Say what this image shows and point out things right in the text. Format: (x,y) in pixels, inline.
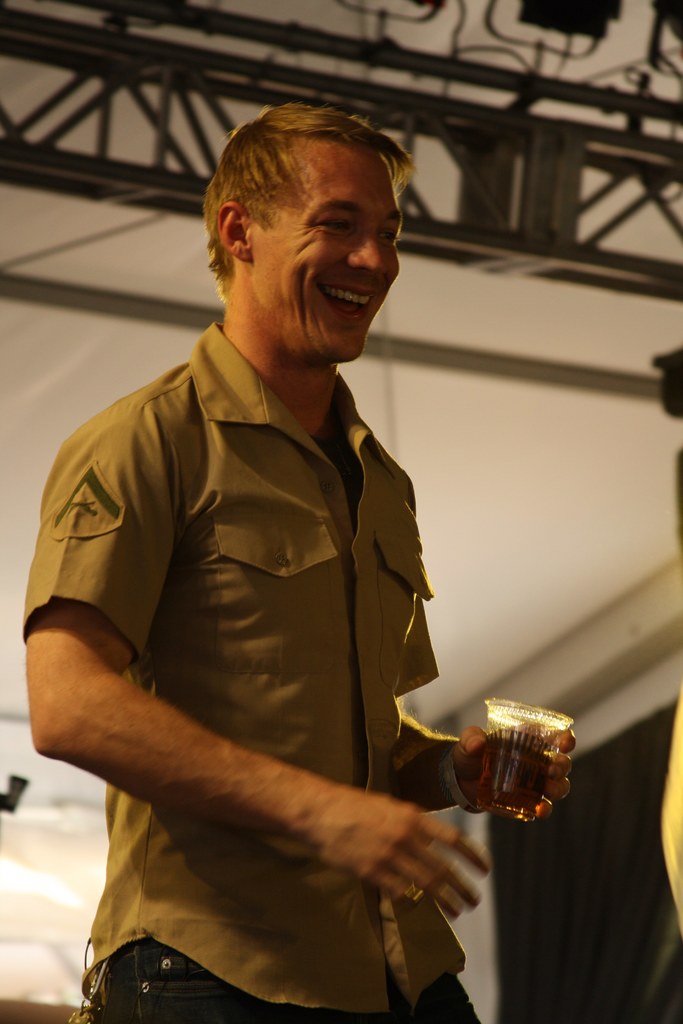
In the image in the center (255,489) we can see one person (240,530) standing and holding plastic cup (534,780) and he is smiling, which we can see on his face (383,197). In the background (657,225) we can see pole type structure (397,107), roof (56,78), wall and few other objects (660,751).
